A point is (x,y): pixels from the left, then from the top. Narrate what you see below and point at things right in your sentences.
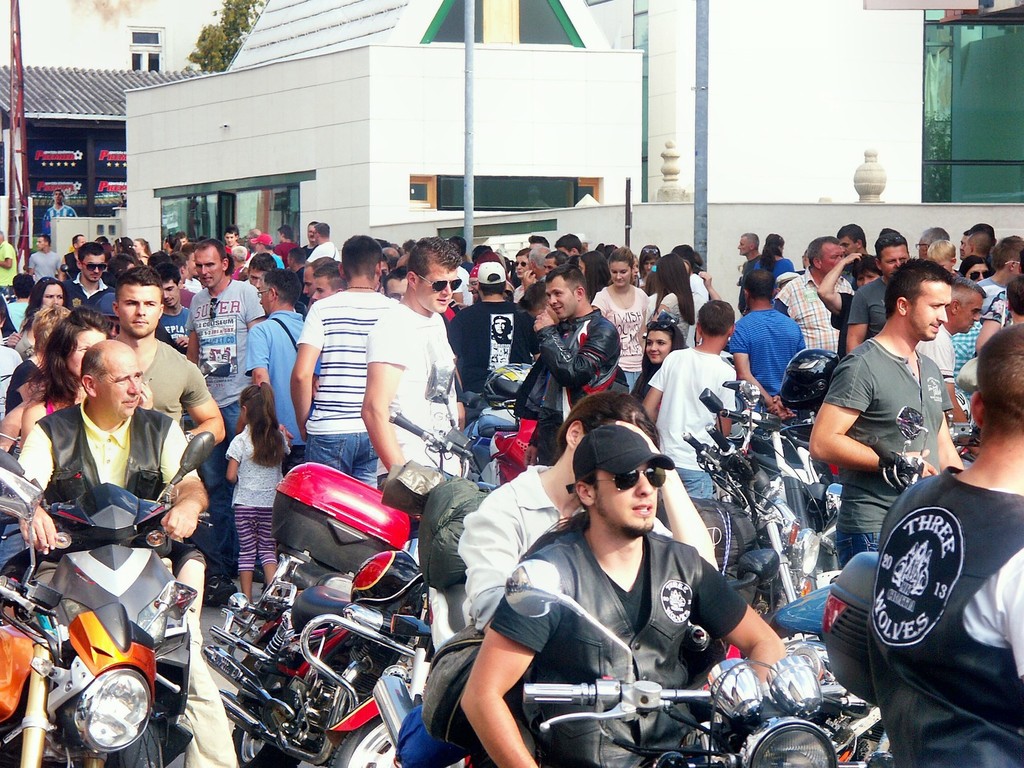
In this image I see lot of people (69,314) and few of them (100,344) are sitting on the vehicles (22,699) and few of them (190,349) are standing. In the background (3,188) I see few buildings (57,12) and a tree (211,55).
